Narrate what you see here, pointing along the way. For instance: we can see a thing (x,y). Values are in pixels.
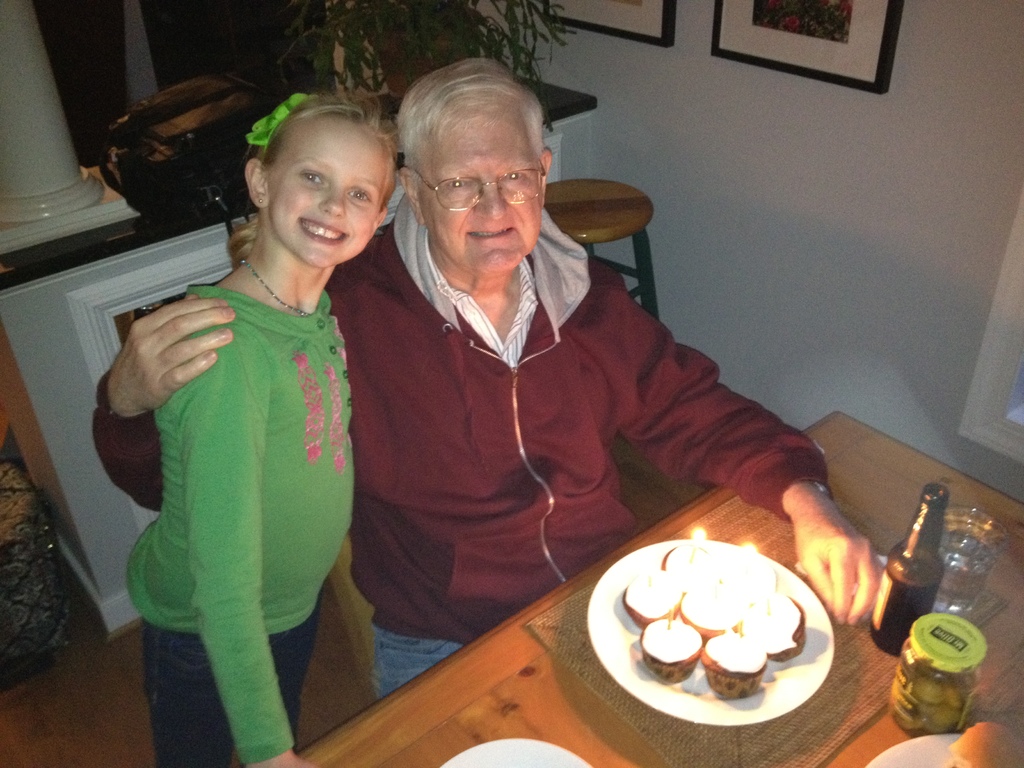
Here is the old man (387,487) sitting on the chair (346,582) and smiling. This is the small girl (313,382) standing and smiling. This is the table (569,700) with a plate (726,723) of cakes (752,632), beer bottle (890,598), tumbler (966,560), jar (935,633) and few things (726,747) on it. This is a stool (604,181). This looks like a bag (197,115). These are the frames (790,32) attached to the wall (924,57). This is the house plant (418,40).
